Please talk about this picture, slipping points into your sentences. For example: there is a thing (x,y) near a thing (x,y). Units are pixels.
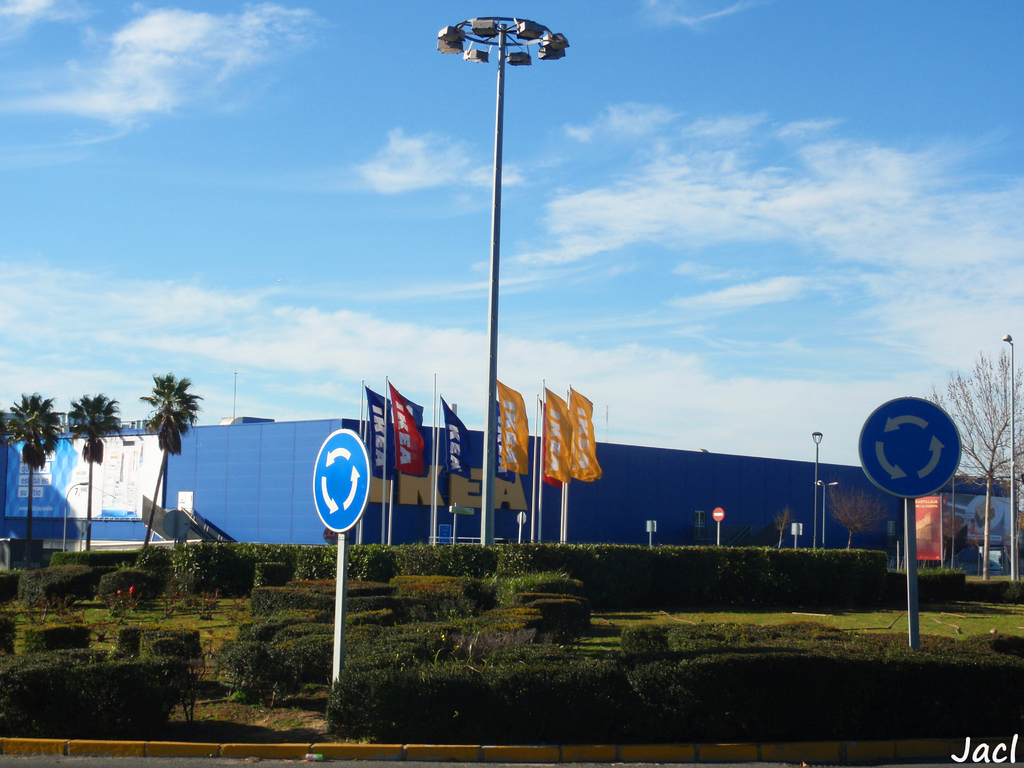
In the center of the image (542,434) we can see poles (484,449), flags (515,460), trees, boards (114,456), bushes (678,589), grass (626,612) are there. At the bottom of the image (415,750) we can see bricks (267,753), road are there. At the top of the image (732,169) we can see lights (539,34), clouds (604,203) are present in the sky (634,323).
